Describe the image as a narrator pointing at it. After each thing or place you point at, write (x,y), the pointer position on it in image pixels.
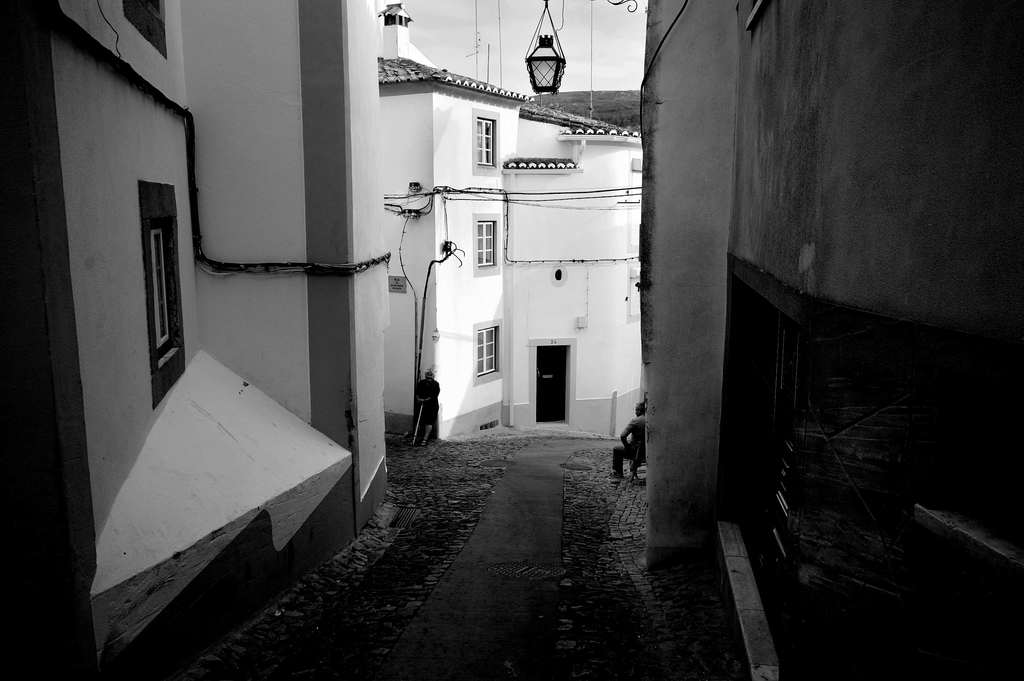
This is a black and white image. In this picture we can see buildings (372,349), windows (154,243), door (552,403), two persons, wires (506,220), light (554,80). At the top of the image (527,41) we can see the sky (512,48). At the bottom of the image (537,606) we can see the road (623,556).
